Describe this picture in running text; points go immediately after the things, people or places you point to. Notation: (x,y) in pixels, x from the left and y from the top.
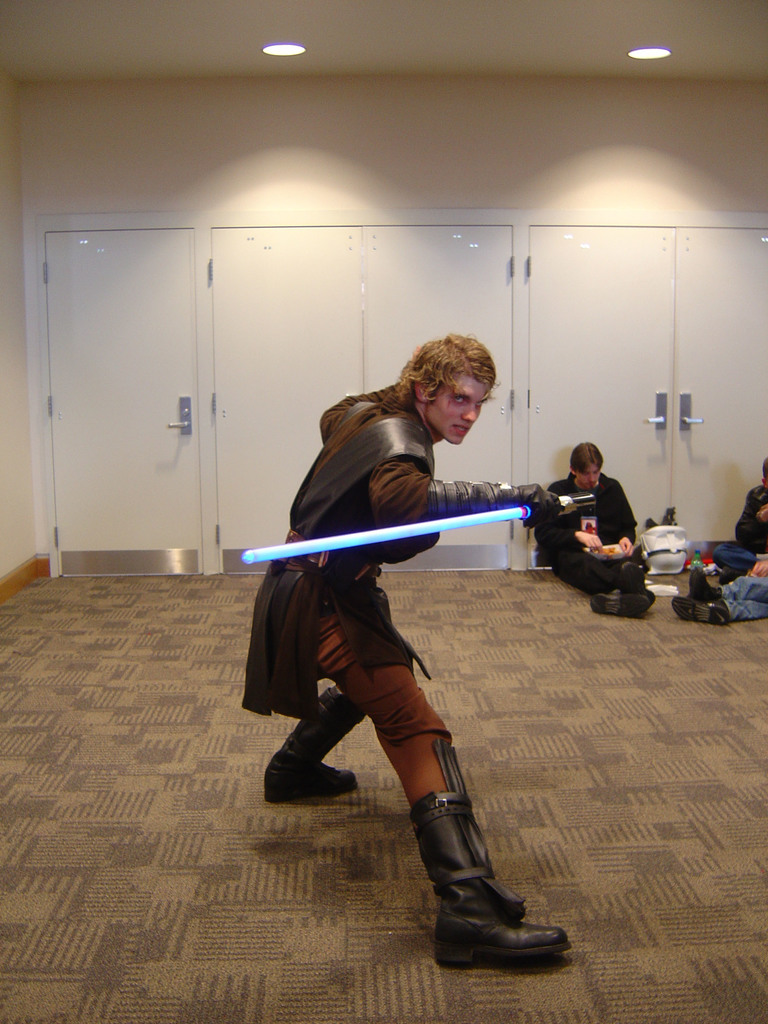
In this image I can see a man (314,500) is standing and I can see he is holding a blue colour thing (478,514). I can also see he is wearing a costume (309,514). In the background (372,317) I can see few doors (608,321) and on the right side of the image (764,482) I can see three persons (571,568) are sitting on the floor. I can also see a white colour bag (651,536) and few things (709,559) near them. On the top side of the image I can see two lights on the ceiling (281,65).
